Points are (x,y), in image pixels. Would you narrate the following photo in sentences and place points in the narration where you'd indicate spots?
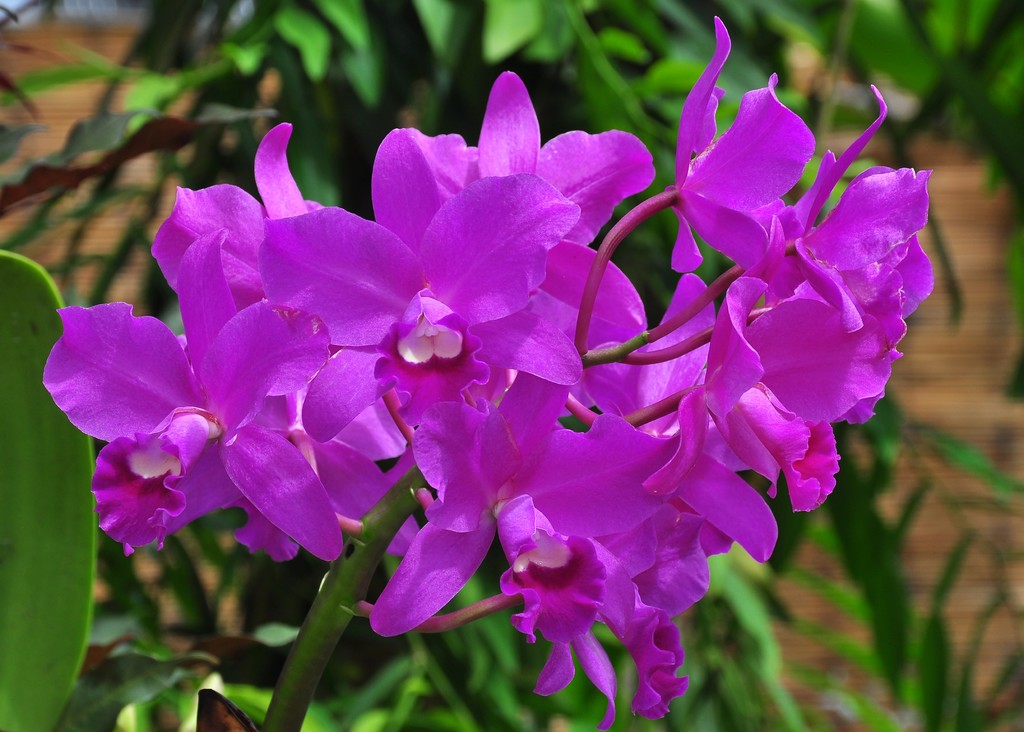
In this image I can see few flowers (575,454). In the background (719,726) I can see trees (362,39).
